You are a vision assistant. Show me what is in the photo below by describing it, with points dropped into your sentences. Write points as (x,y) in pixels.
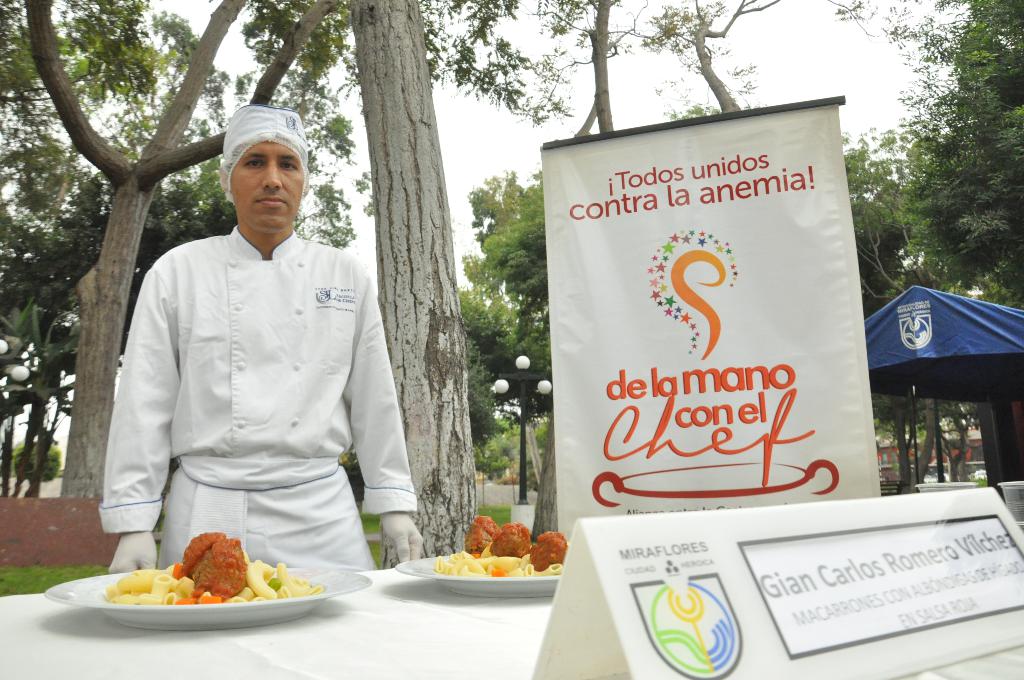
In this image we can see a person (282,363) standing near the table (376,597) covered with a cloth (481,630), there are two plates (429,573) with food items (519,567) and a board (770,593) on the table (426,599), there is a banner (622,422), light poles (507,378), few trees (81,330) and the sky (509,148) in the background (752,78).
